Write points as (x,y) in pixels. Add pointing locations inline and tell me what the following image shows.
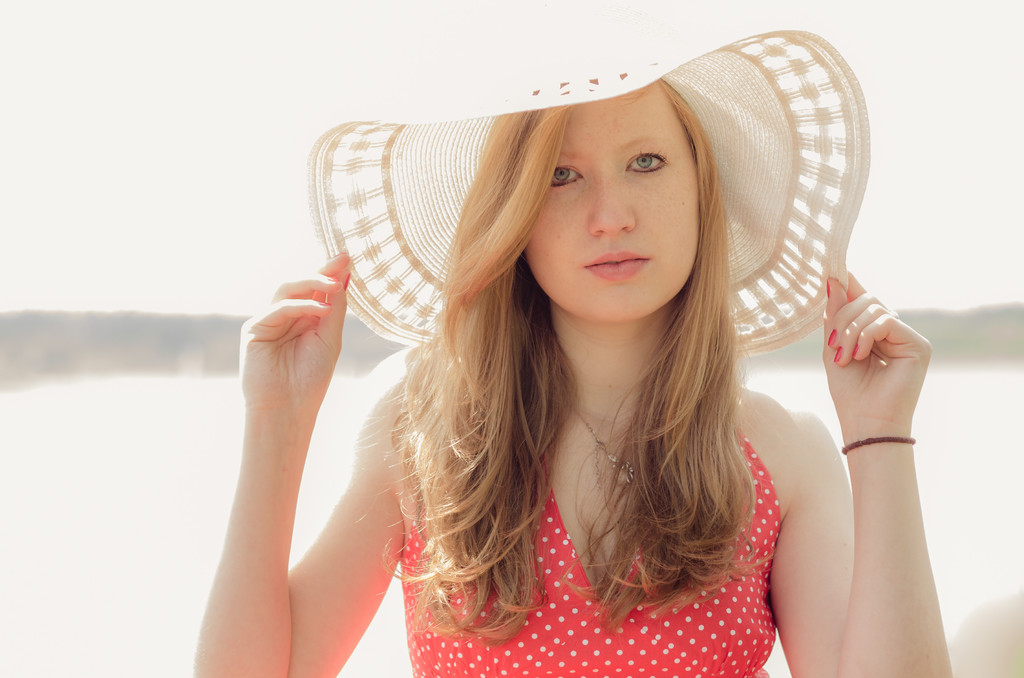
In this image we can see a woman (545,360) is standing, she is wearing a hat (411,171), the background (130,652) is white.
